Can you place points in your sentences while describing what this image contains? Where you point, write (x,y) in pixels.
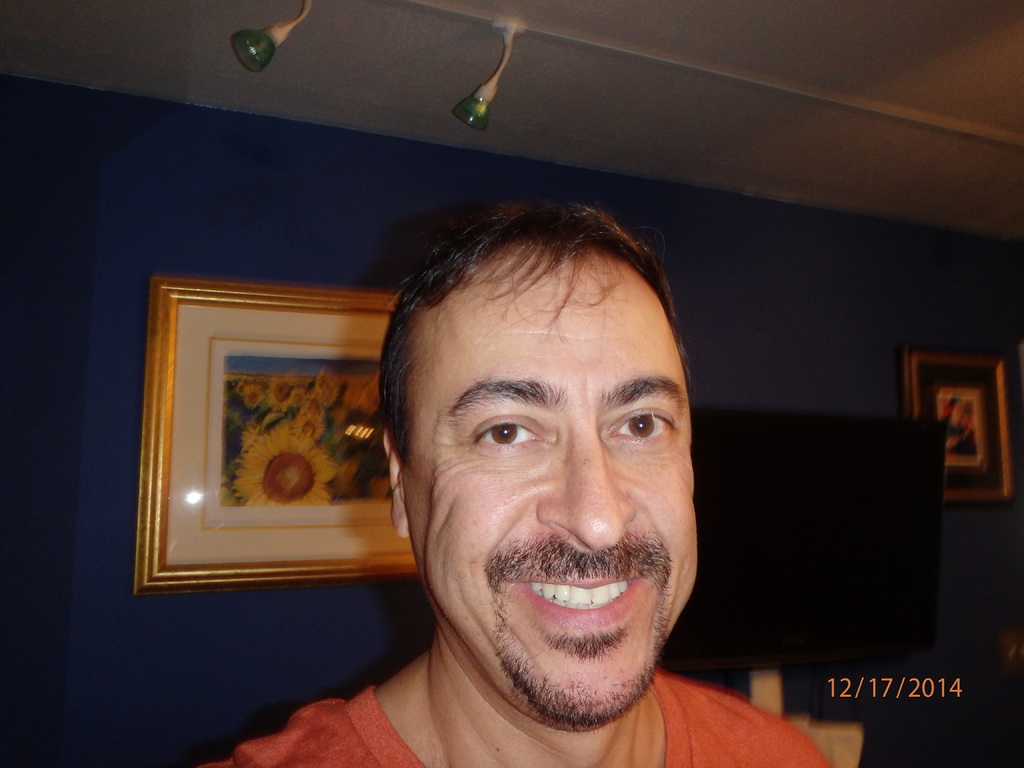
In this image I can see a person (565,298) standing and posing for the picture. I can see two wall hangings (957,393), at the top of the image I can see two lights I can see a monitor (771,564) behind the person (623,438), In the right bottom corner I can see the date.
